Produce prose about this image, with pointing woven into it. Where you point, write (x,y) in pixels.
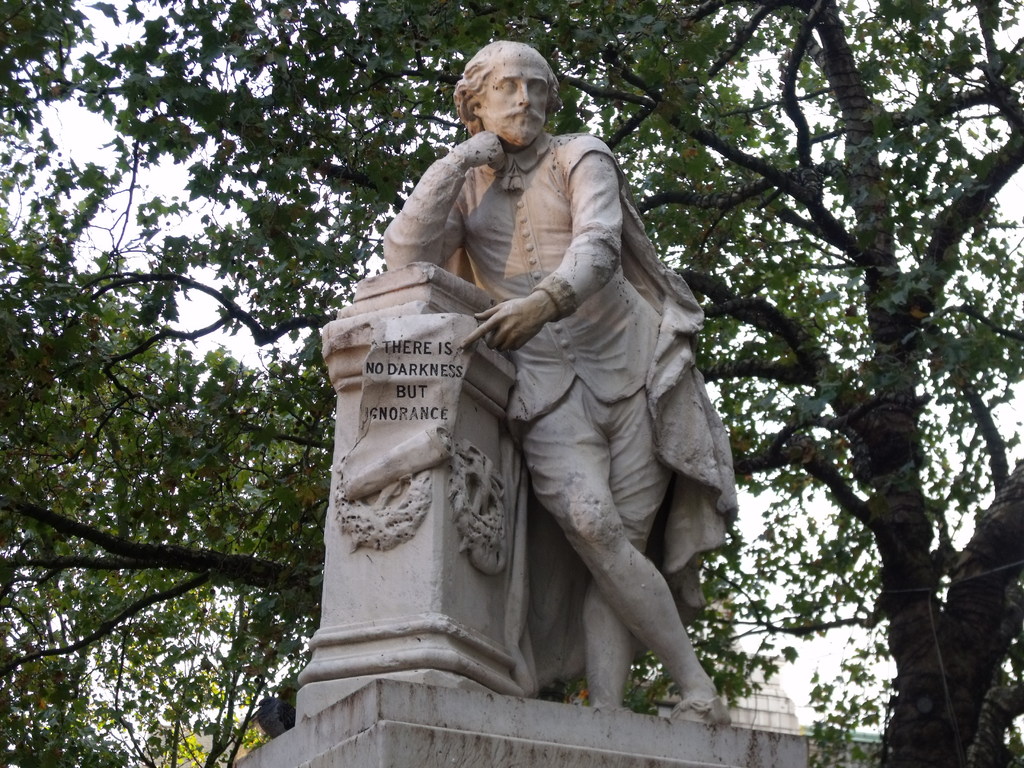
In this image there is a statue (518,407) on that statue (383,387) there is some text (410,404), in the background (192,159) there are trees (224,148).
